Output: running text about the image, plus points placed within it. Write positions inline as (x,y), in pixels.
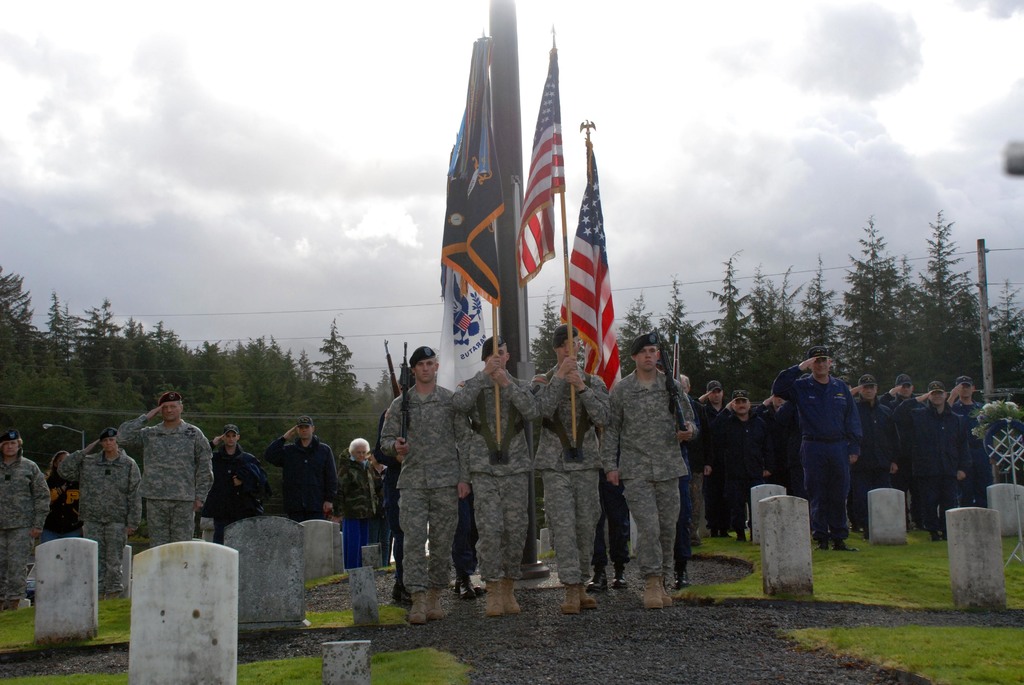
In this image we can see many graves (193,574). Also there are many people (673,436) wearing caps (308,426). Some are holding flags (602,345) and some are holding guns (666,374). On the ground (323,600) there is grass (842,583). In the background (777,313) there are trees (864,294). And there is a pole (513,199). And there is an electric pole (989,330) with wires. In the background (268,77) there is sky (324,137) with clouds (397,171).
